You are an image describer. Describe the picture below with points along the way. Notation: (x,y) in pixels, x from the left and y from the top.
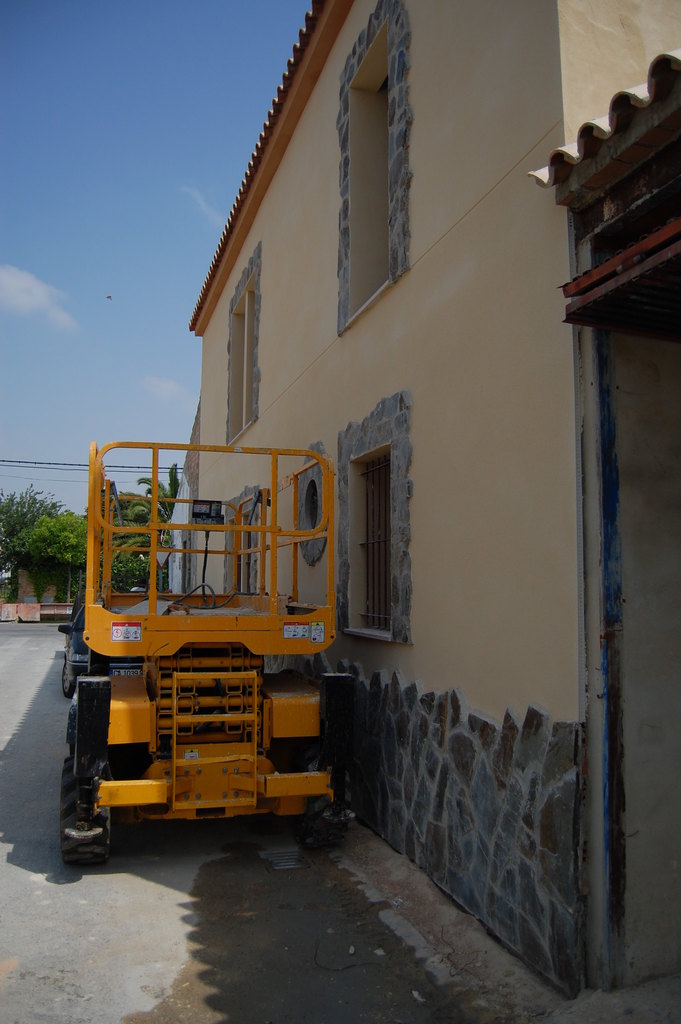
In this picture I can see buildings (199,495), trees (76,523) and couple of vehicles (131,688) parked and I can see windows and a blue cloudy sky (32,125).
